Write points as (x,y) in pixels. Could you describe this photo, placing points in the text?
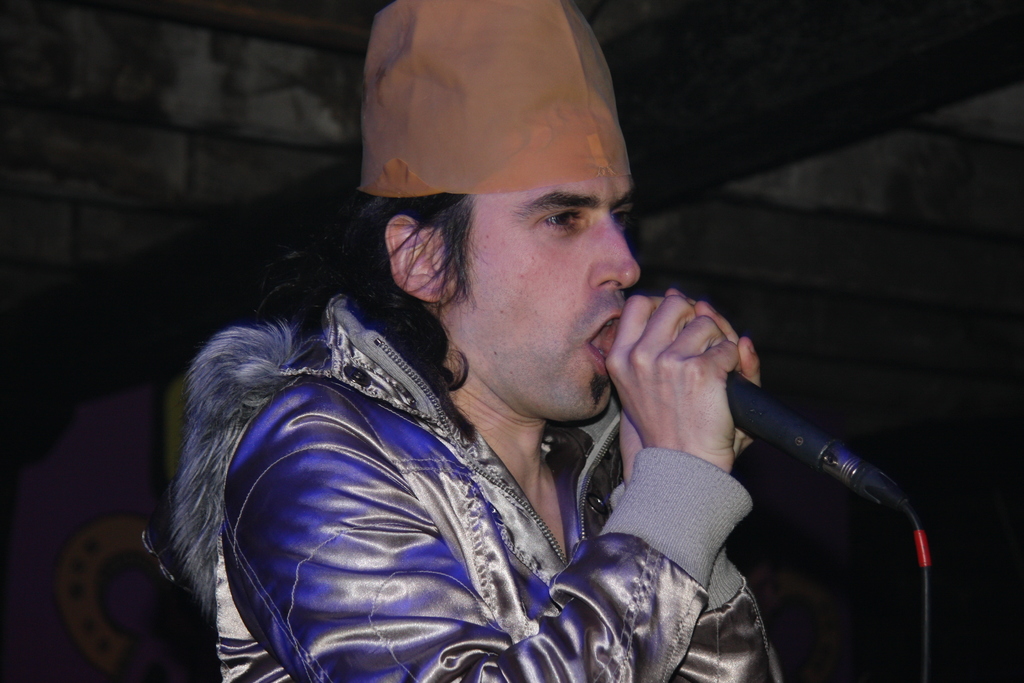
A man (223,424) is singing in the microphone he wear a hooded coat (339,477) and a cap (414,91).
